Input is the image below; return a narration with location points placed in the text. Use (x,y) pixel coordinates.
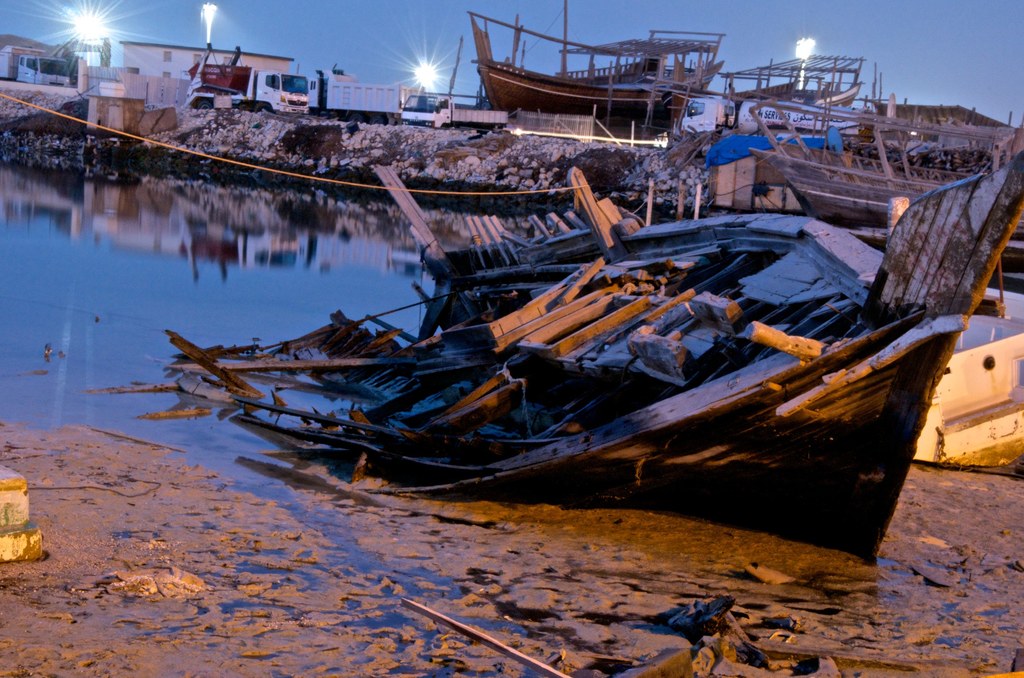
In this image there is a wrecked boat (601,342), in front of the boat (572,327) there is water (273,207), on the other side of the water (325,257), there are rocks (493,153), on top of the rocks (300,116) there are boats (544,97), trucks (338,96) and houses (162,69), in the background of the image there are lamp posts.
